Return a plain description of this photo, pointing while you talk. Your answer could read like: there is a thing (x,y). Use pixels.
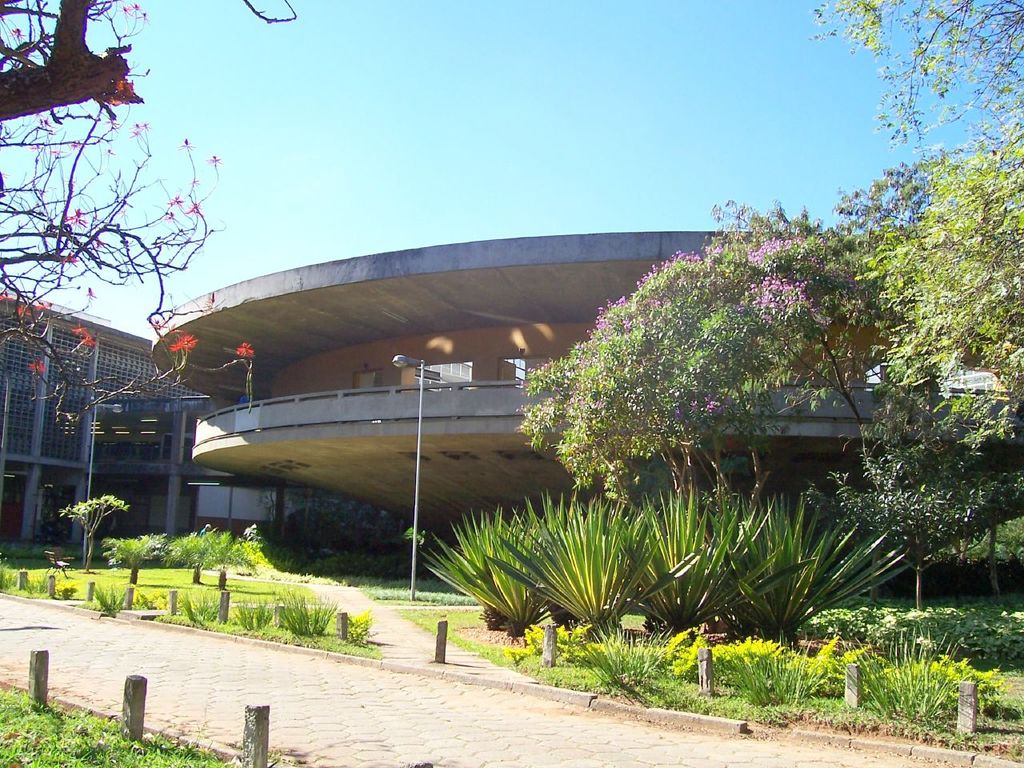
In this picture we can see grass (26,743), plants (516,601), trees (881,460), pole (420,469), flowers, and buildings (478,309). In the background (859,85) there is sky (788,134).
